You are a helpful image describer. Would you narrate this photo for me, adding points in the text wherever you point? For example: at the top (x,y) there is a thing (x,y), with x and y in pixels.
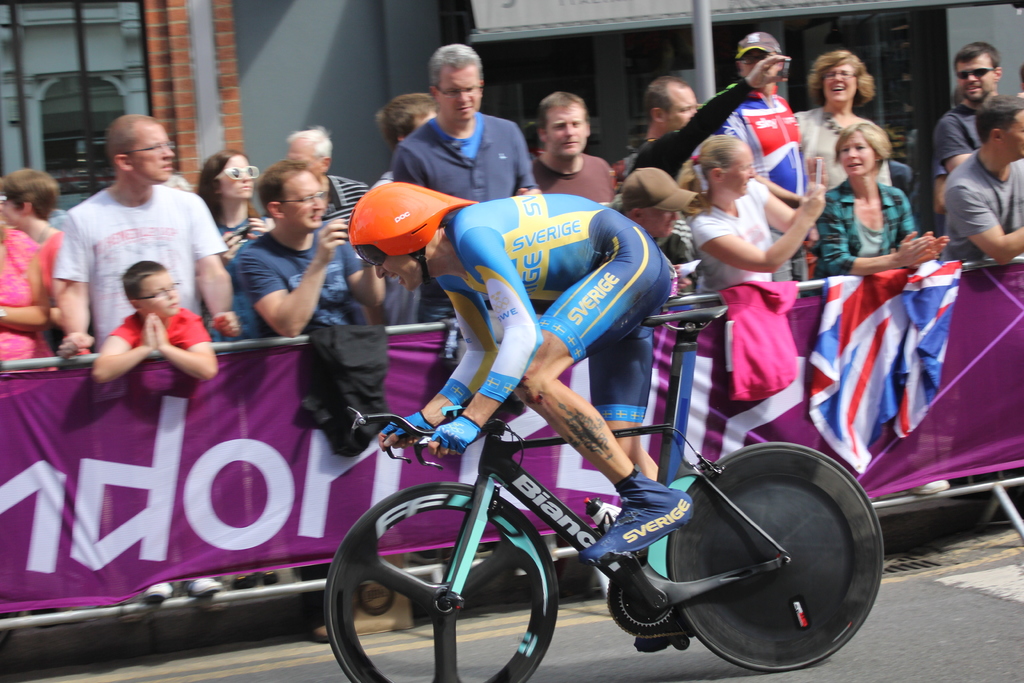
In this image i can see a person (614,292) riding bicycle (655,558) on road (866,628) at the back ground (163,551) i can see a banner (148,468), few other persons (148,328) standing, and a building (227,90).
